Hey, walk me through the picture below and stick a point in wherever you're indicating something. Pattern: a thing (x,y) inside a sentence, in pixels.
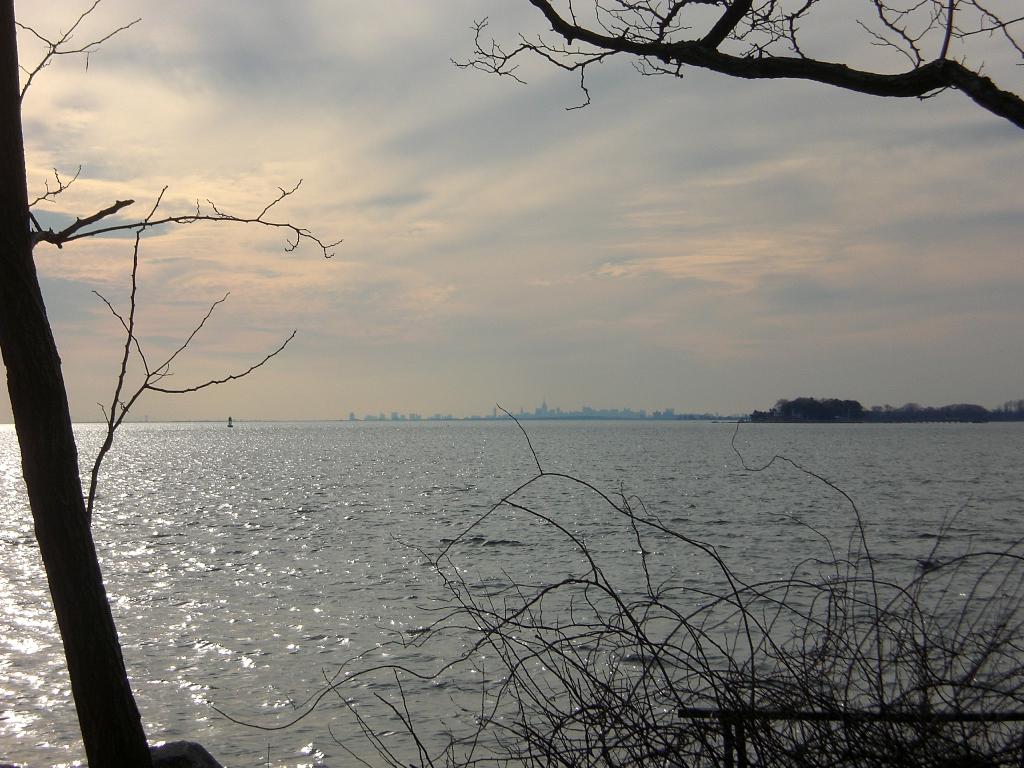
In this picture we can see few trees (546,521), water (430,461) and clouds (435,289).
